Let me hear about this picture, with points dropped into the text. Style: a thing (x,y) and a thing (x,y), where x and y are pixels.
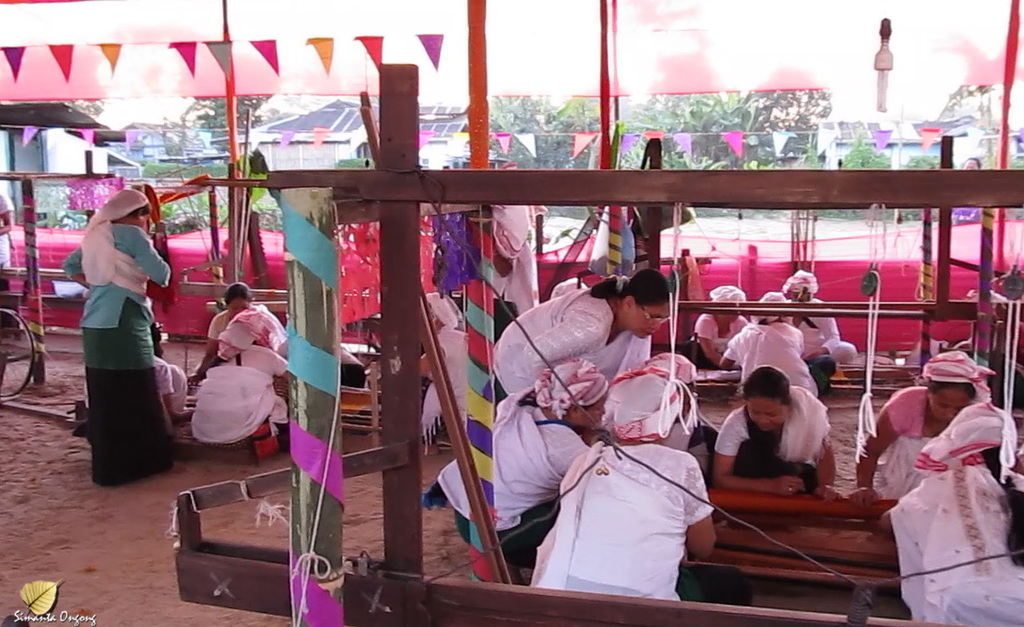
This image consists of many people (97,422). Most of them are wearing white dresses (910,531). In the front (288,357), we can see machines (316,567) made up of wood (491,624). At the top (1023,45), there is tent (1012,38). In the background (554,158), there are trees (766,130) and houses (74,117).
